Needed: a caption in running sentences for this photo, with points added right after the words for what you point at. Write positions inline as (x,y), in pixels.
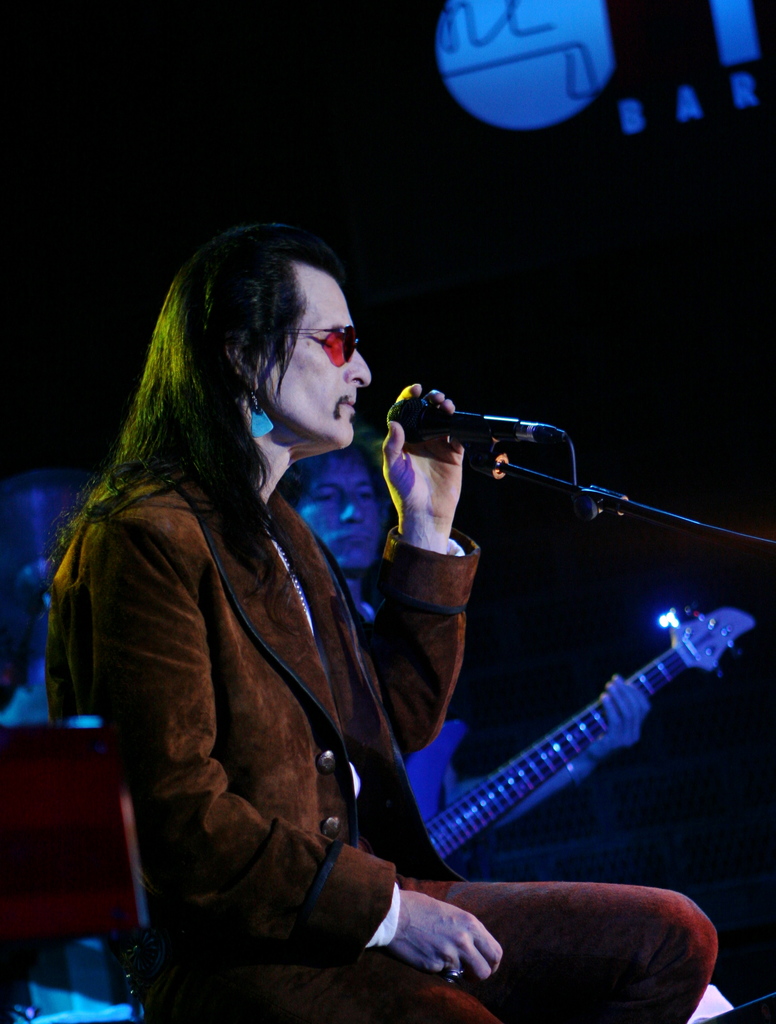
This man (343,376) is sitting and singing in-front of mic (476,439). Beside this man (324,829) another person (342,484) is playing a guitar (466,828).
